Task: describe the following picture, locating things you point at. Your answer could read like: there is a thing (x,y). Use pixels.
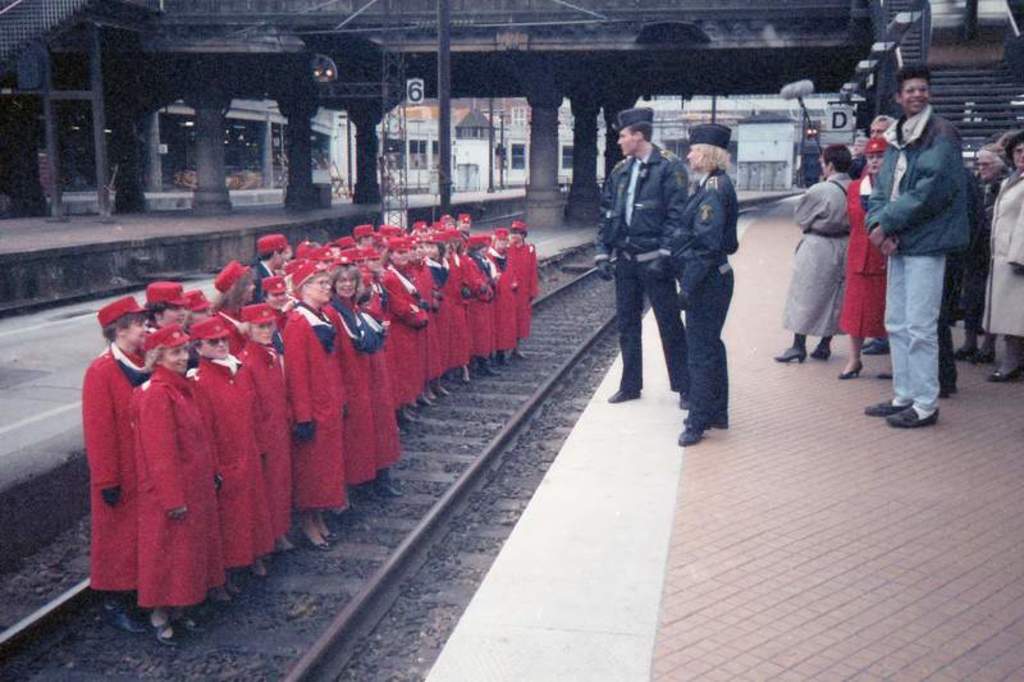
This is a railway station (779,369). On the right side (915,235) there are few people (667,225) standing on the platform (809,518). On the left side (258,486) there are people (159,375) wearing red color dresses (158,419) and standing on the railway track (331,548). In the background (312,94) there is a bridge (221,100) along with the pillars (590,141) and also I can see the buildings (481,133) and poles (448,109). In the top right (986,82) there are stairs (952,74).
